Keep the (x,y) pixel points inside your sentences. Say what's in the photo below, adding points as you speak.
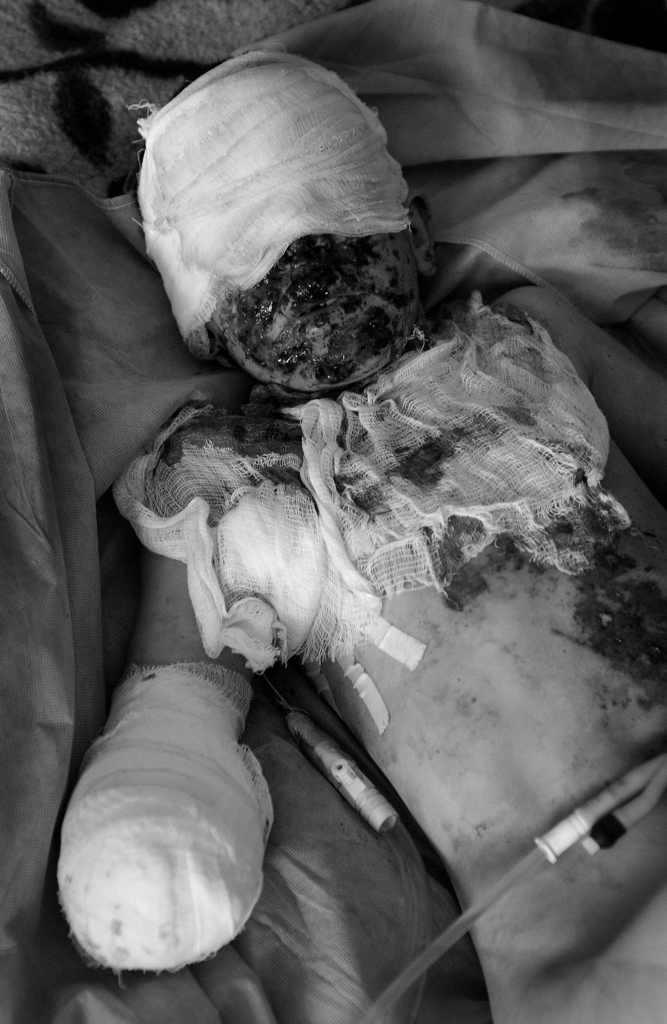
In this picture I can see a person (562,689) who is lying and I see the bandages (271,479) on the head (304,270), hand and on the chest (633,554) and it looks like blood (275,305) on the face (240,328) and on the body (640,625). On the bottom of this picture (589,842) I can see 2 pipes (524,874) and I see that this person (386,257) is lying on the clothes (140,59).
